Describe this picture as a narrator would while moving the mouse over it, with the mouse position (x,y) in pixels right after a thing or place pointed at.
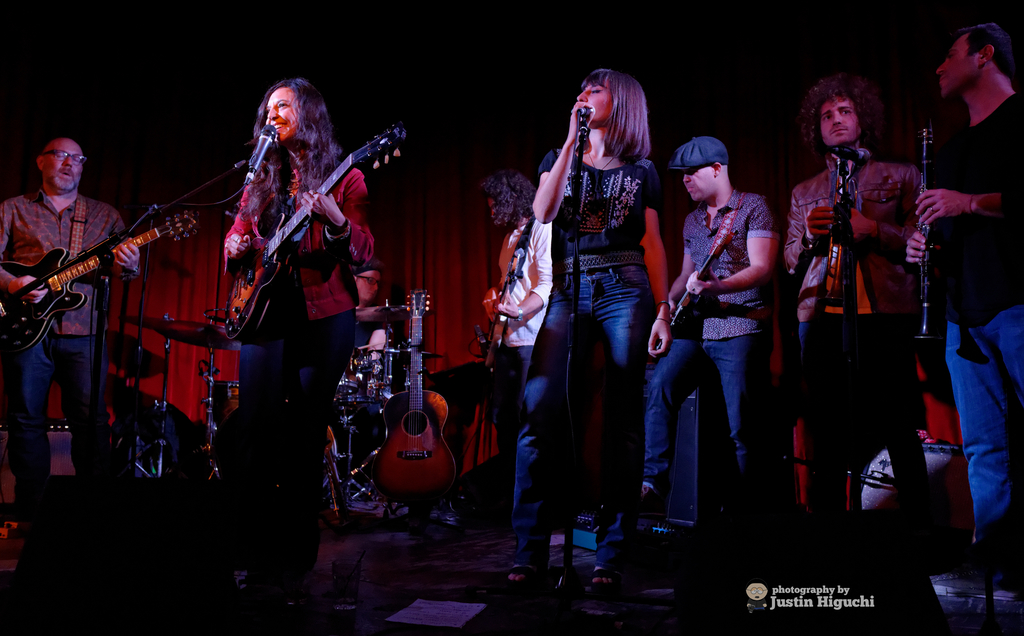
There are group of people (634,229) playing musical instruments (95,258) and two among them are singing in front of a mic (266,146).
